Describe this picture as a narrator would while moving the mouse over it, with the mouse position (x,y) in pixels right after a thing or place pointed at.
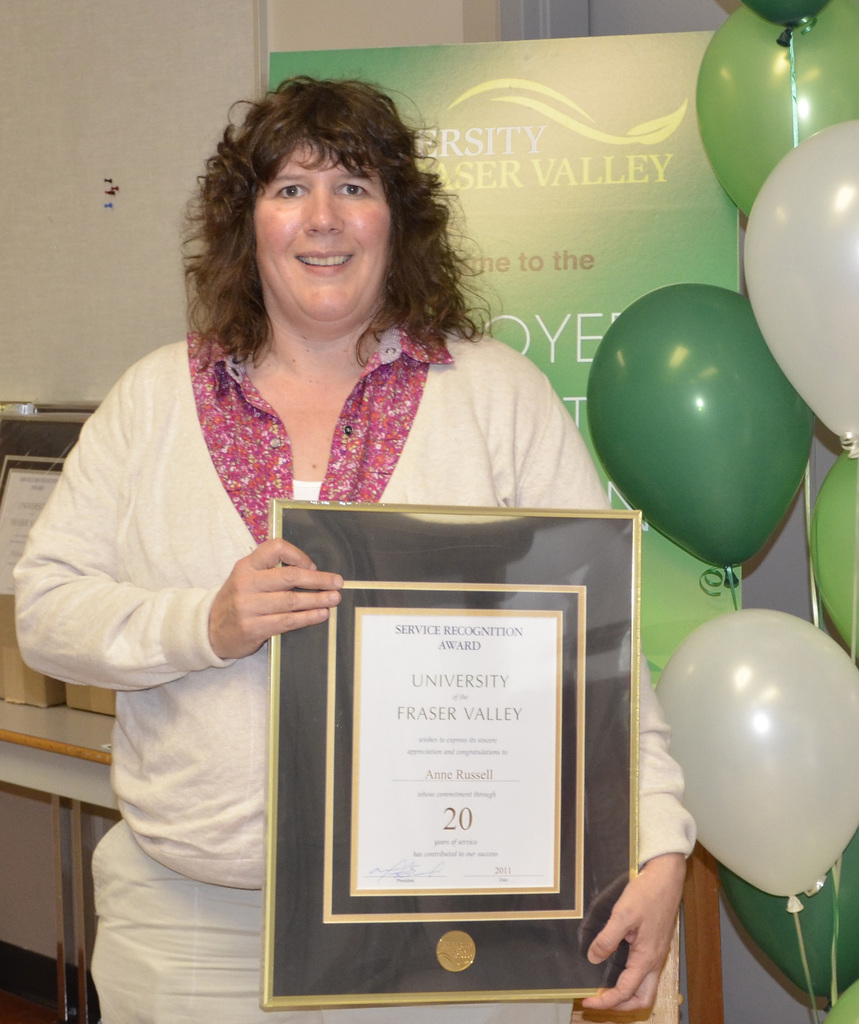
In this image there is a woman (255,596) standing by holding the certificate (560,773). Behind her there is a banner (519,144). On the right side (806,236) there are balloons (779,366). On the left side (63,721) there is a table (39,711) on which there are boxes (15,683).
